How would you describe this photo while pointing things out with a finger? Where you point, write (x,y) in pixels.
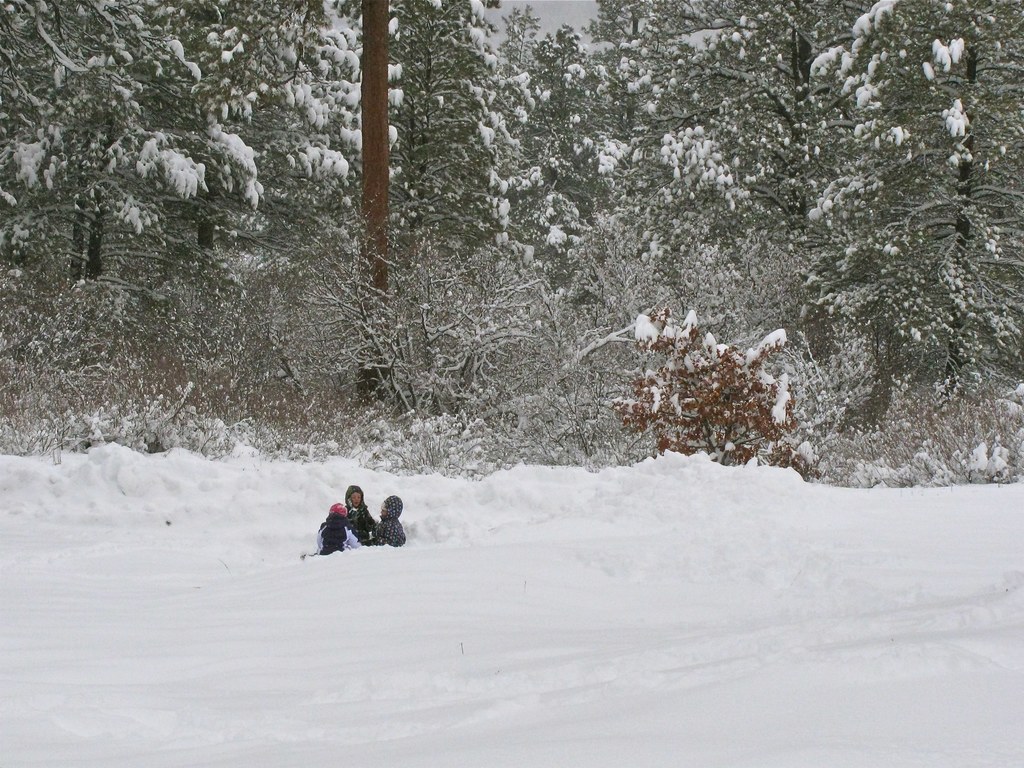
There is a thick snow (491,535) and there are three children (339,526) sitting on the snow (301,527), behind them there are a lot of trees (300,152) and they are also covered with snow (614,165).
